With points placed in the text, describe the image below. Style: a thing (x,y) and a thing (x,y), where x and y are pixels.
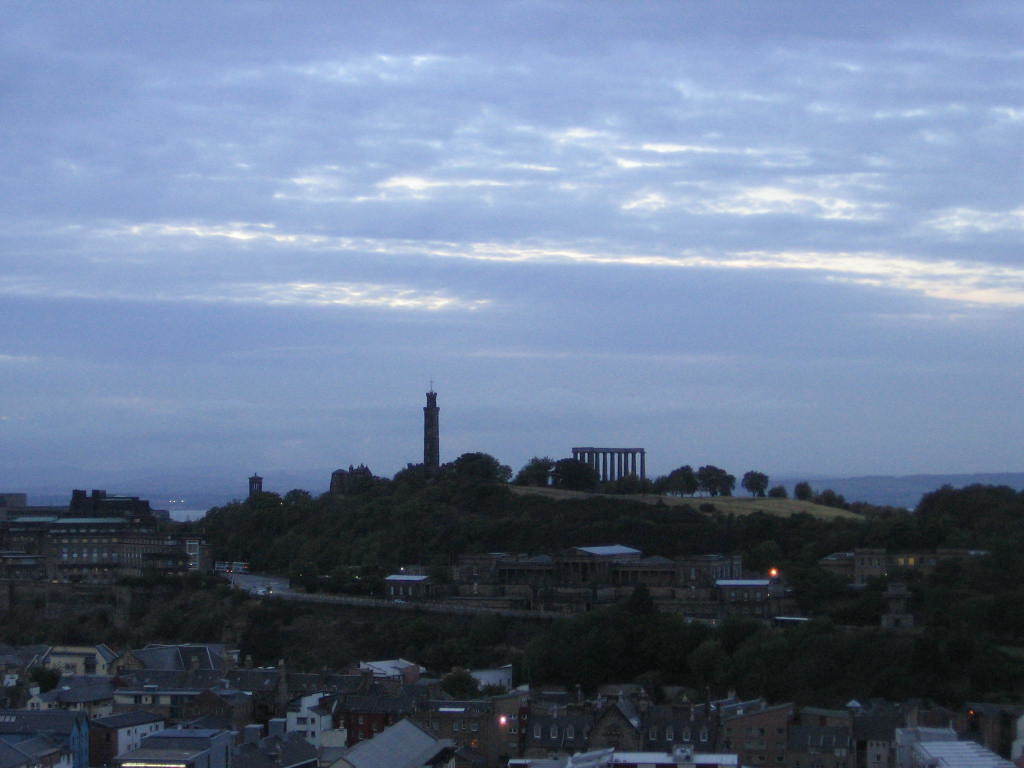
In this image we can see the buildings (778,733) and also houses (412,738). We can also see the trees (636,488), monument (614,450), tower (432,430), road (315,595) and also the lights (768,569). In the background (436,312) we can see the sky (757,223) with some clouds (363,312).
